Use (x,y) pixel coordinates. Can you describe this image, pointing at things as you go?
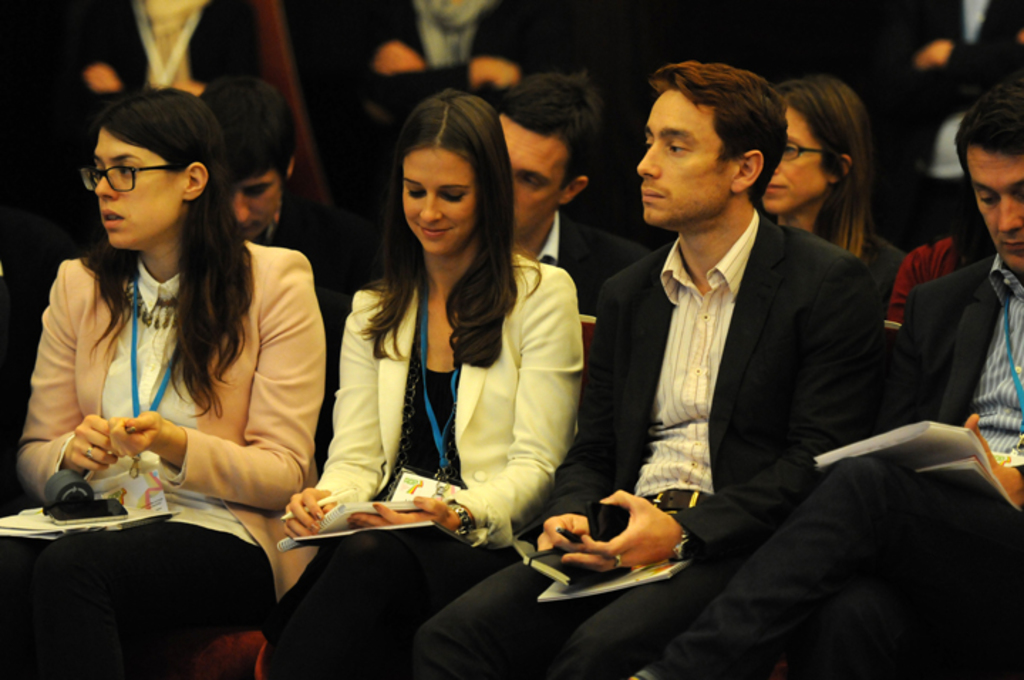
In this image we can see some people (494,419) who are holding the things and sitting on the chairs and behind there are some people (13,450).
